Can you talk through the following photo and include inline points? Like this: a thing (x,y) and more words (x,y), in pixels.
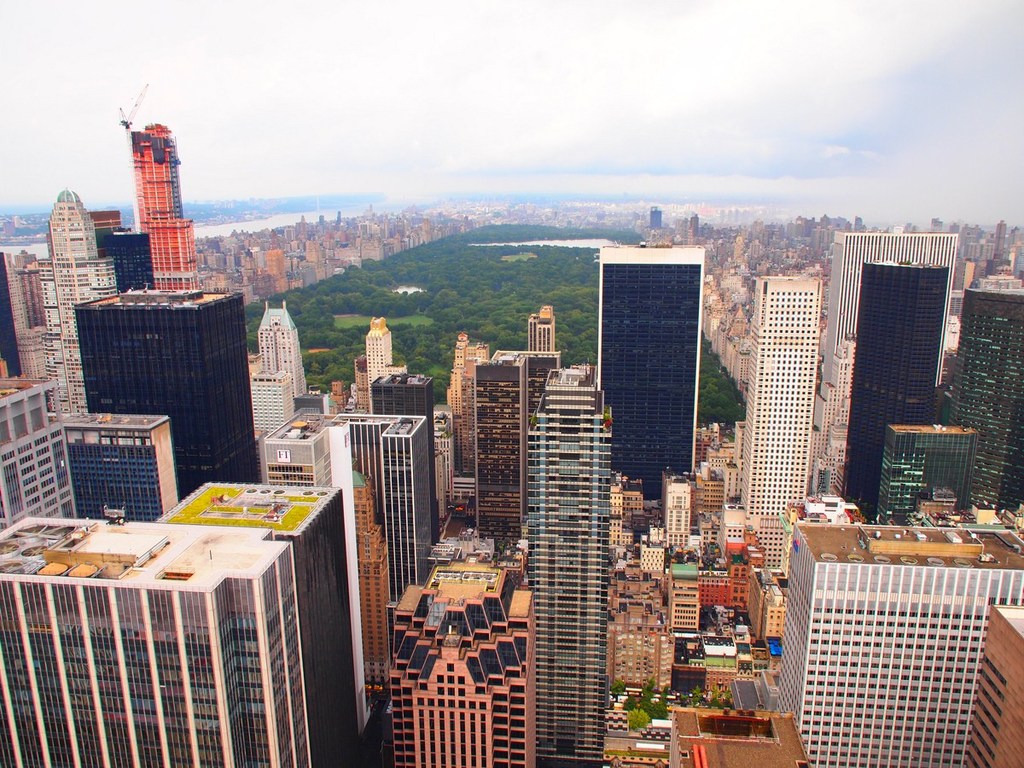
The picture is captured from a top view, there are a lot of tall buildings (339,575) and behind those buildings (379,322) there is some greenery (307,326) and around the greenery (402,252) also there are many buildings (715,255).
